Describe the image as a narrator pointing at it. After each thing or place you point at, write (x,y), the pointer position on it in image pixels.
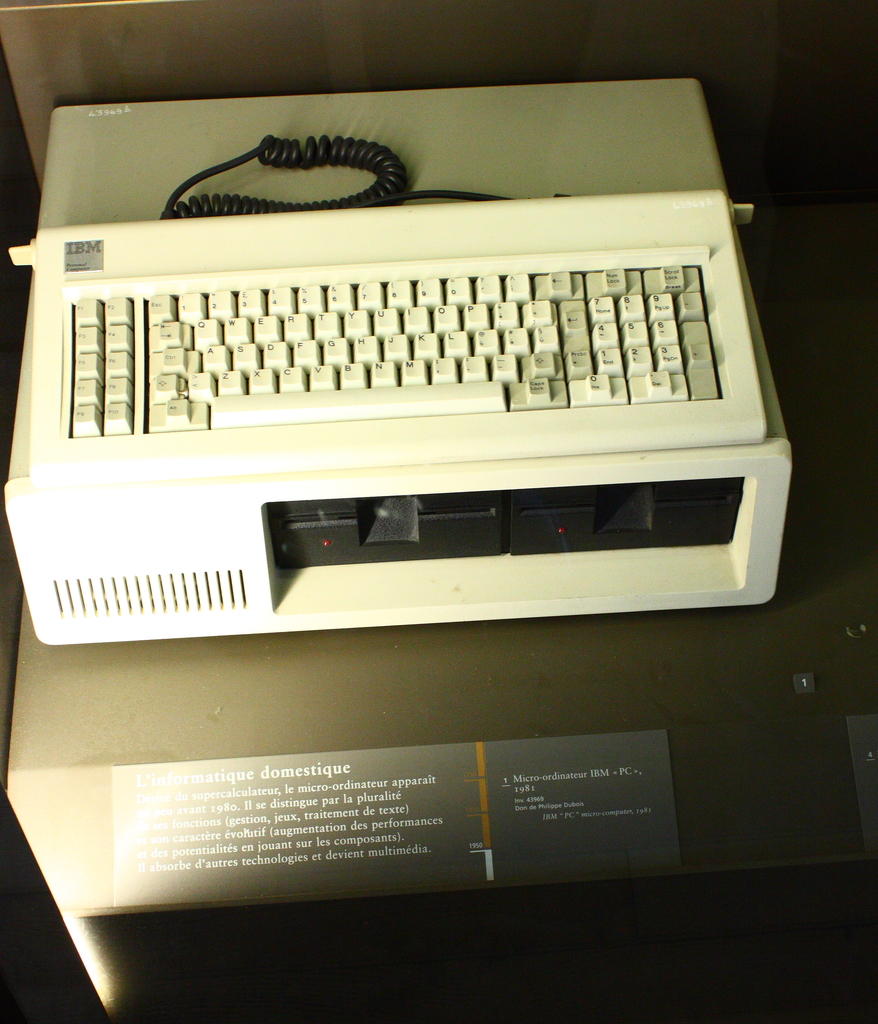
In this image we can see a keyboard (329,372), wire (247,201) and some text (301,774) was written in the foreground (435,773).
